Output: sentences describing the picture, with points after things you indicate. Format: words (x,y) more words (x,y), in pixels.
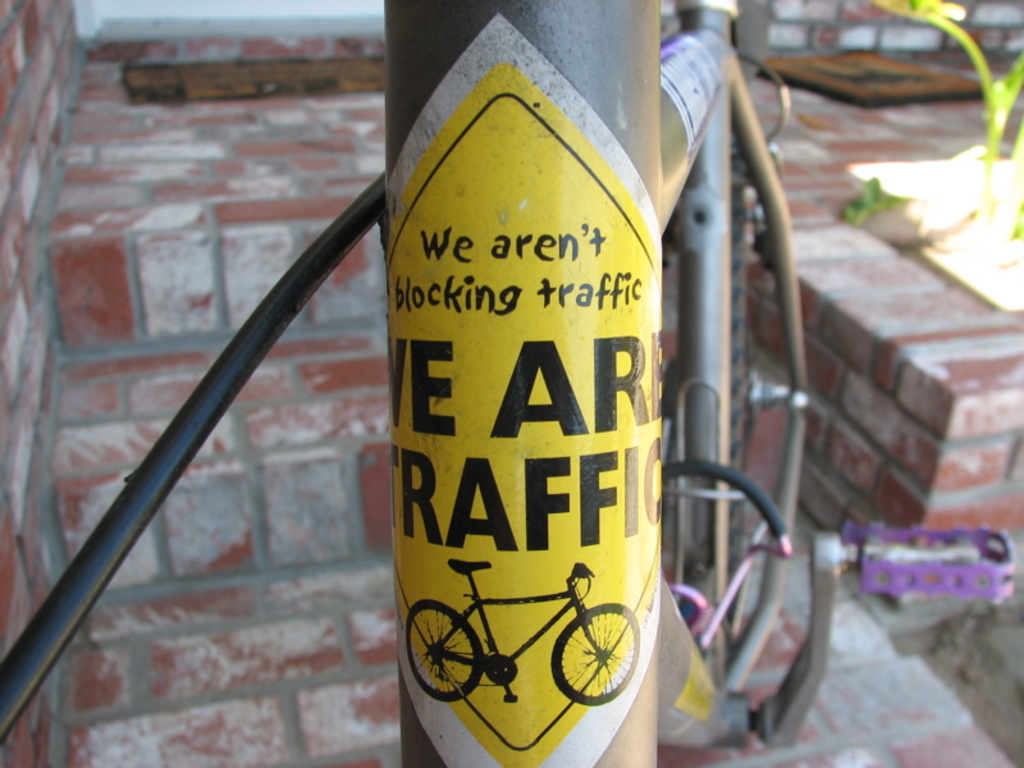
In this picture we can see a pole (650,685) with a sticker (443,217) to it and in the background (223,564) we can see a plant (989,76), rods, brick wall (227,413).
